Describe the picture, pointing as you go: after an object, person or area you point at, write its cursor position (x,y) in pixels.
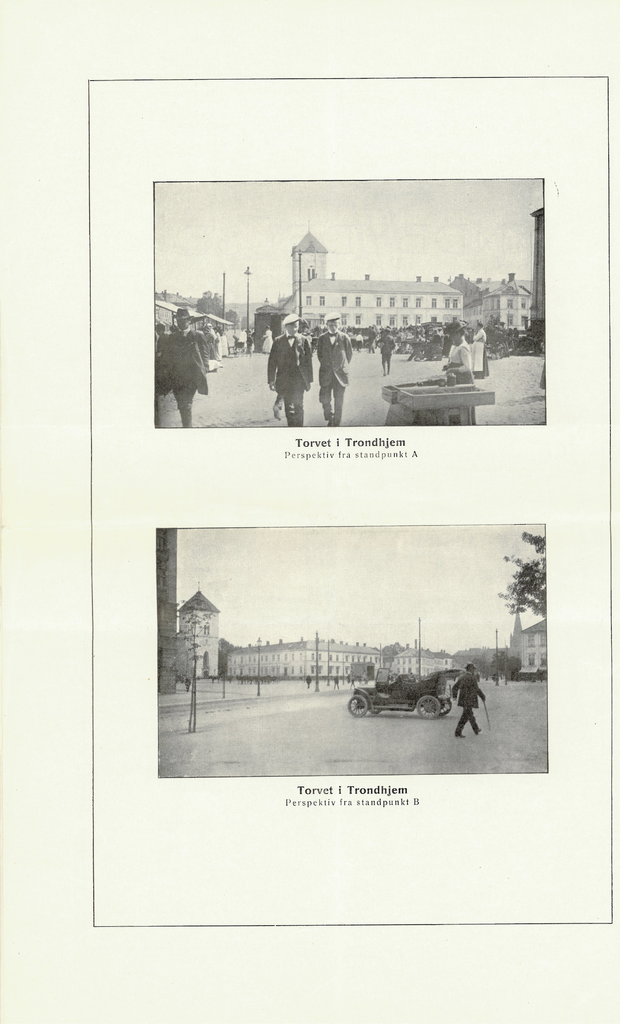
In this image I can see two black and white pictures (281,589) on a white paper (91,371). In both the pictures (306,307), I can see the buildings (354,647), people (435,353) and vehicles (403,703). At the top of the pictures (299,240), I can see the sky (378,584). At the bottom of these pictures (333,768) there is some text (370,798).
